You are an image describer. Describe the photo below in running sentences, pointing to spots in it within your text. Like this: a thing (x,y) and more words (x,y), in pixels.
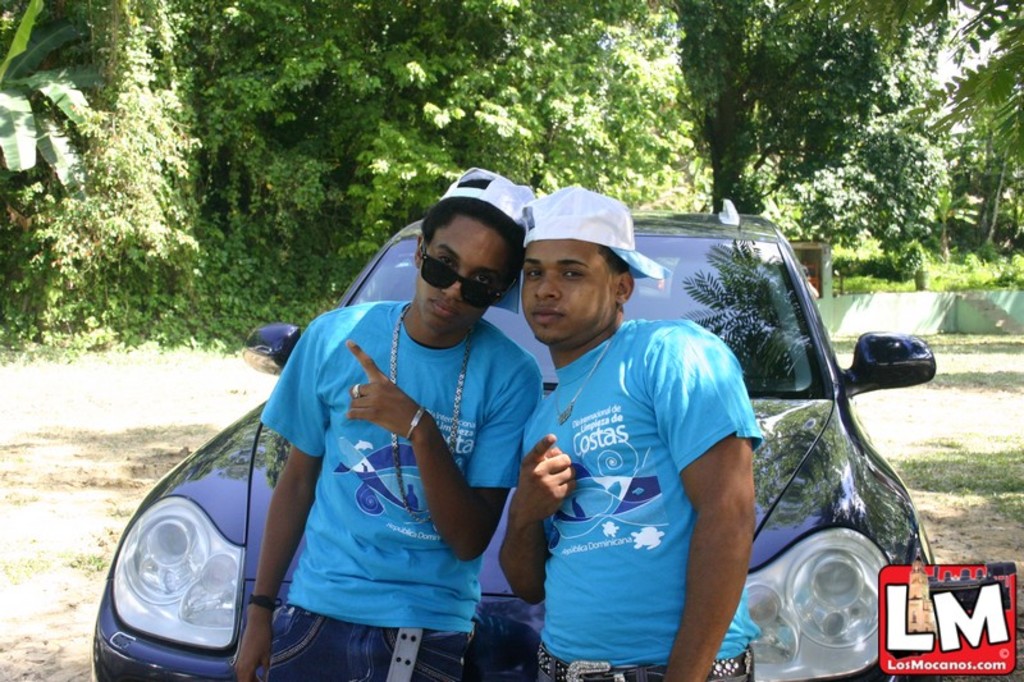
Two boys (520,480) are standing wearing clothes (454,564), this is a car (204,632), there are trees (534,109).
